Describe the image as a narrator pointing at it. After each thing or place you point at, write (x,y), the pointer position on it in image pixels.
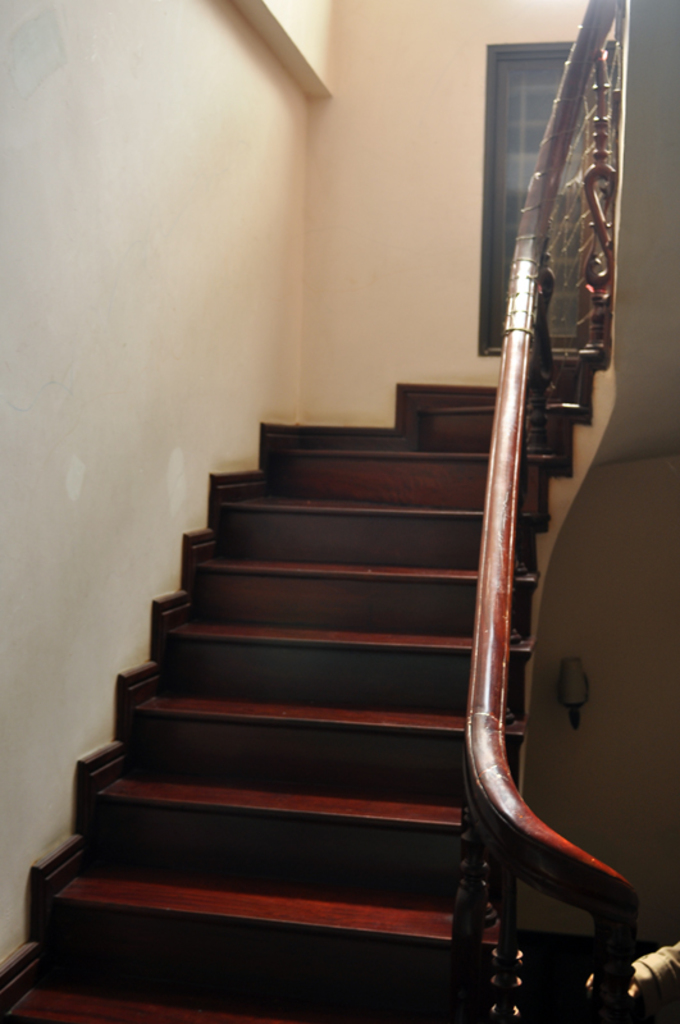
The picture consists of staircase (462,581) and hand railing (528,311). On the left (113,261) it is wall (56,230) painted white. In the center of the background (525,64) there is a window (514,140).
